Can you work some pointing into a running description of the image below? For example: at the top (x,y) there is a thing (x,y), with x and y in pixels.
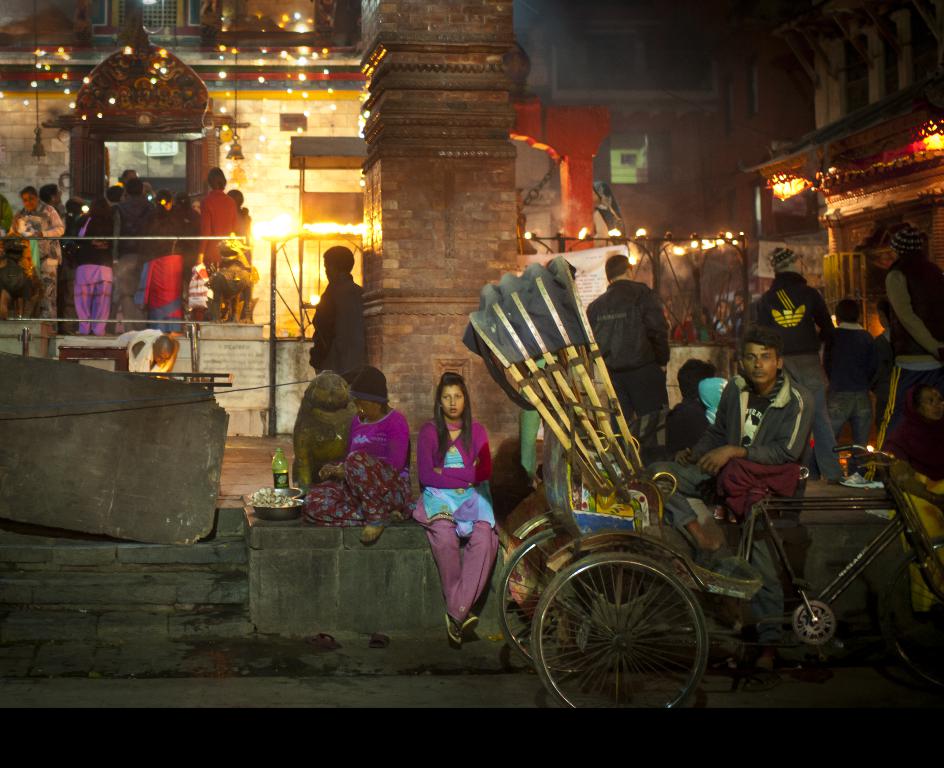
In this picture we can see a person (710,490) is sitting on a rickshaw (623,539) and some people (436,465) are sitting on the path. Behind the people (446,467) there is a pillar (477,212) and some people (337,282) are standing, and behind the people (103,220) there are buildings (320,78) with some decorative lights (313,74).
